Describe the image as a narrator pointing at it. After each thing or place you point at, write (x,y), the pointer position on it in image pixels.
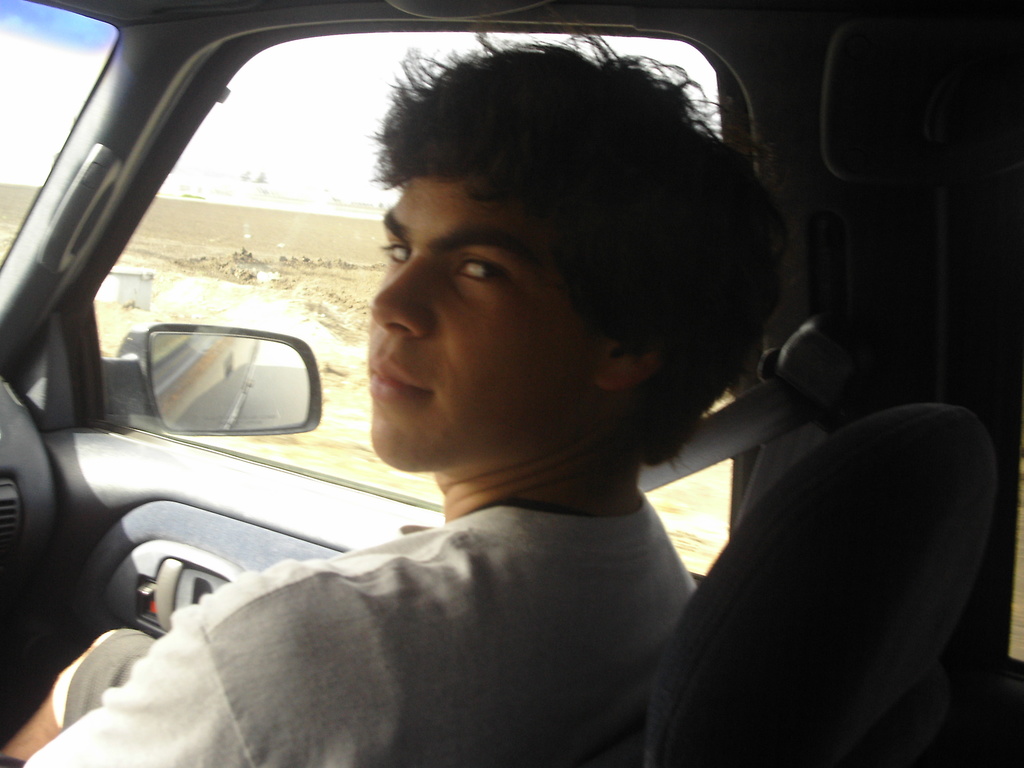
This is a picture of inside of a vehicle (923,258) in this image there is one person (431,455) who is sitting in a vehicle (286,338), and there are windows (291,311) through the windows (304,298) we could see some sand (276,286), walkway (262,309) and sky (257,133).
